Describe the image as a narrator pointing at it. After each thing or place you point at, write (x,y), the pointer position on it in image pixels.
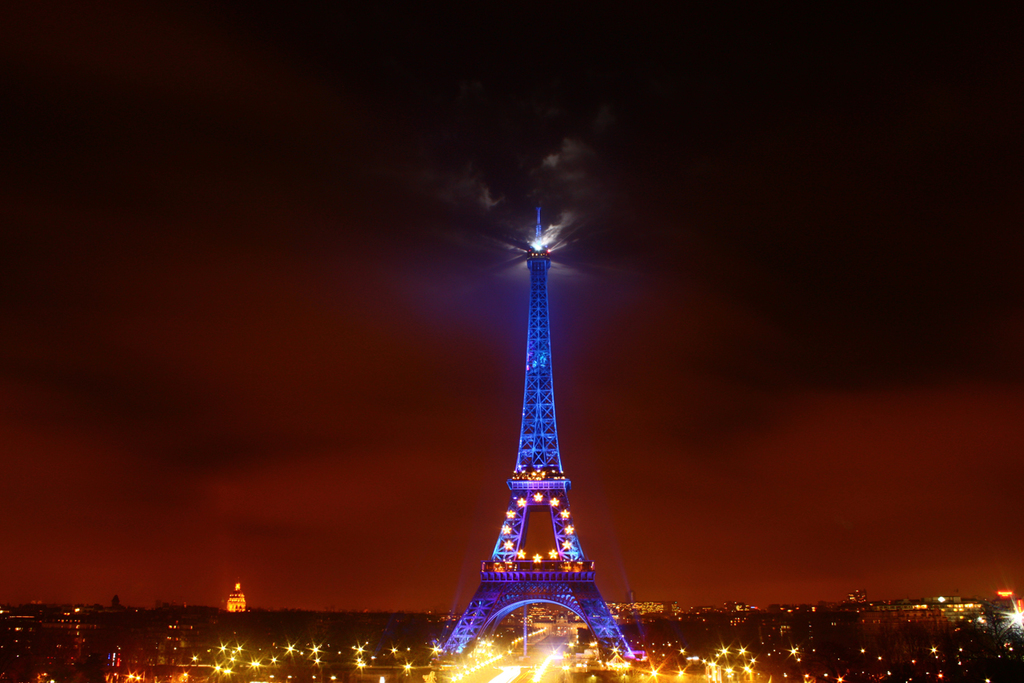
In this image I can see the Eiffel Tower (524,527) and number of lights (754,663). I can also see this image is little bit in dark.
